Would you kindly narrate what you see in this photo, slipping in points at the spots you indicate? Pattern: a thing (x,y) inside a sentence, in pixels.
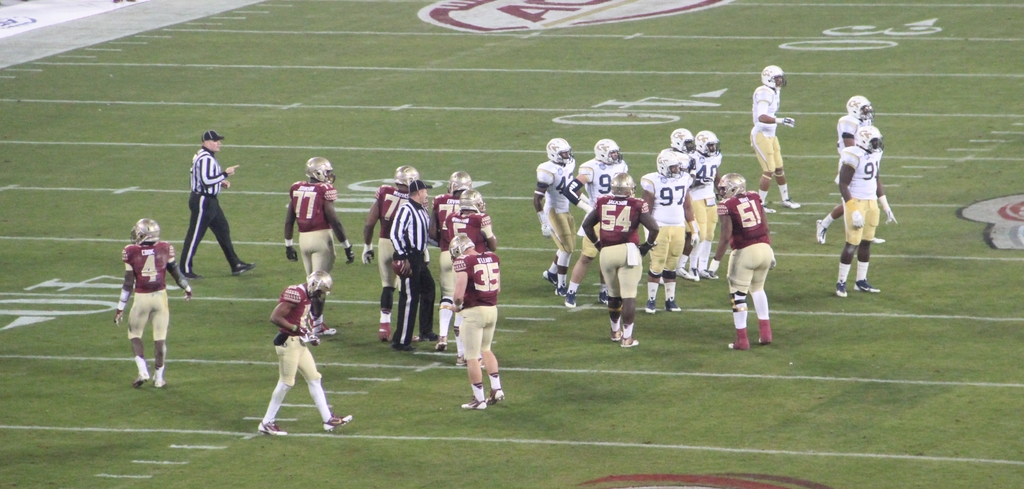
In this image, I can see the groups of people (433,204) standing. They wore helmets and like american football players costumes (471,232). This looks like a ground (884,59).
